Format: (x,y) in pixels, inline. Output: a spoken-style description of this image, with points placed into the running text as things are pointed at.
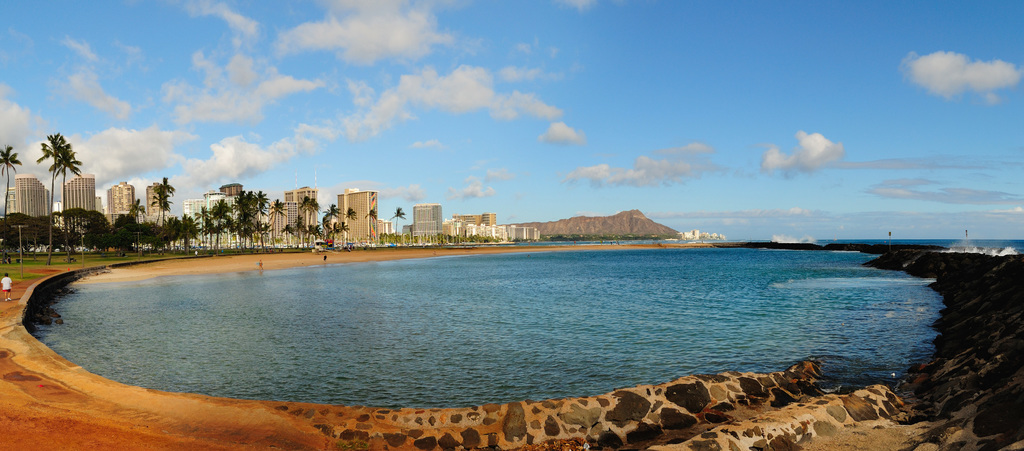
This image consists of an ocean (656,298). In the middle (430,271), there is a water (465,397). At the bottom (45,414), there is ground (40,409). To the left (138,230), there are many building (15,202) along with the trees (52,217). At the top (428,91), there are clouds (396,106) in the sky (722,66).
